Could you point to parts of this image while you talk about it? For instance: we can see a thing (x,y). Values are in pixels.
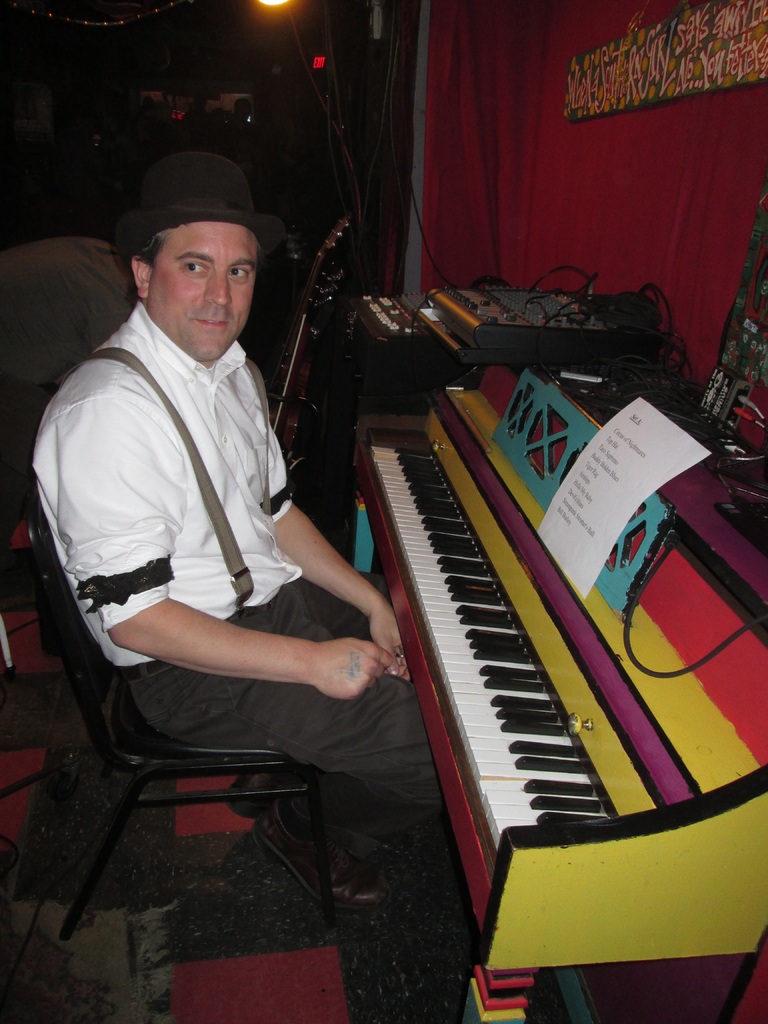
In this image, we can see a person (208,401) wearing clothes (193,461) and sitting on the chair (167,764) in front of the piano (472,649). There is a musical equipment (412,344) in the middle of the image (474,342).
